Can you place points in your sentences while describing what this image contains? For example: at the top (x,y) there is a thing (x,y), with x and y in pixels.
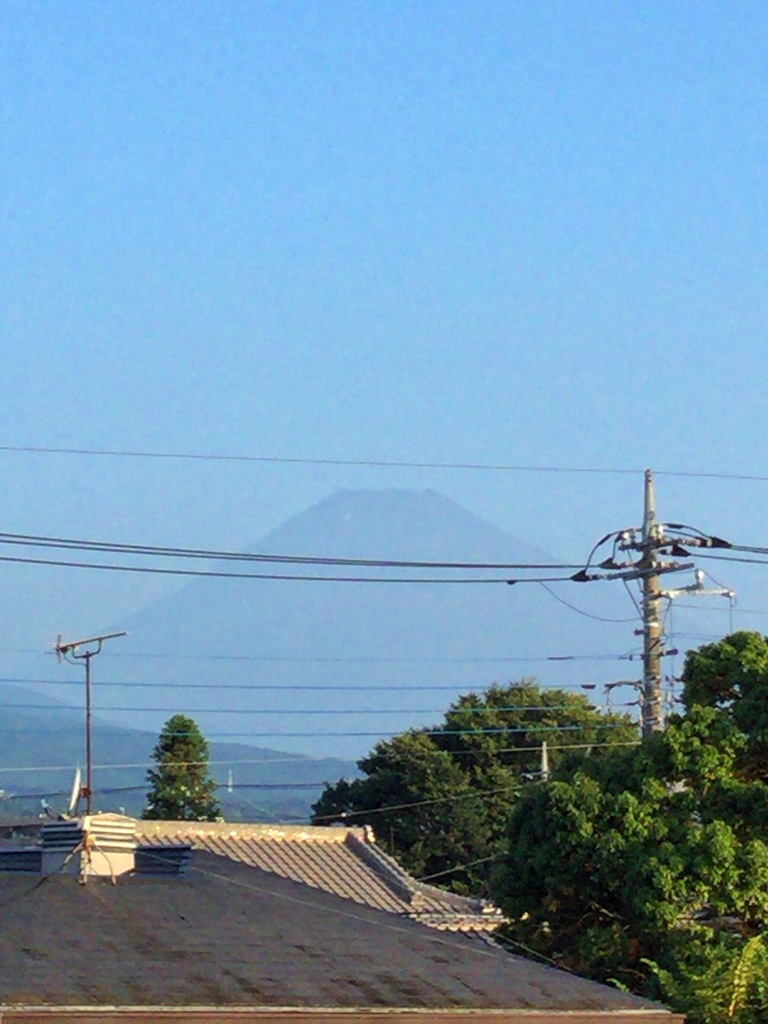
In this picture we can see few houses (290,846), trees (528,864), cables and poles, and also we can see hills (318,594).
